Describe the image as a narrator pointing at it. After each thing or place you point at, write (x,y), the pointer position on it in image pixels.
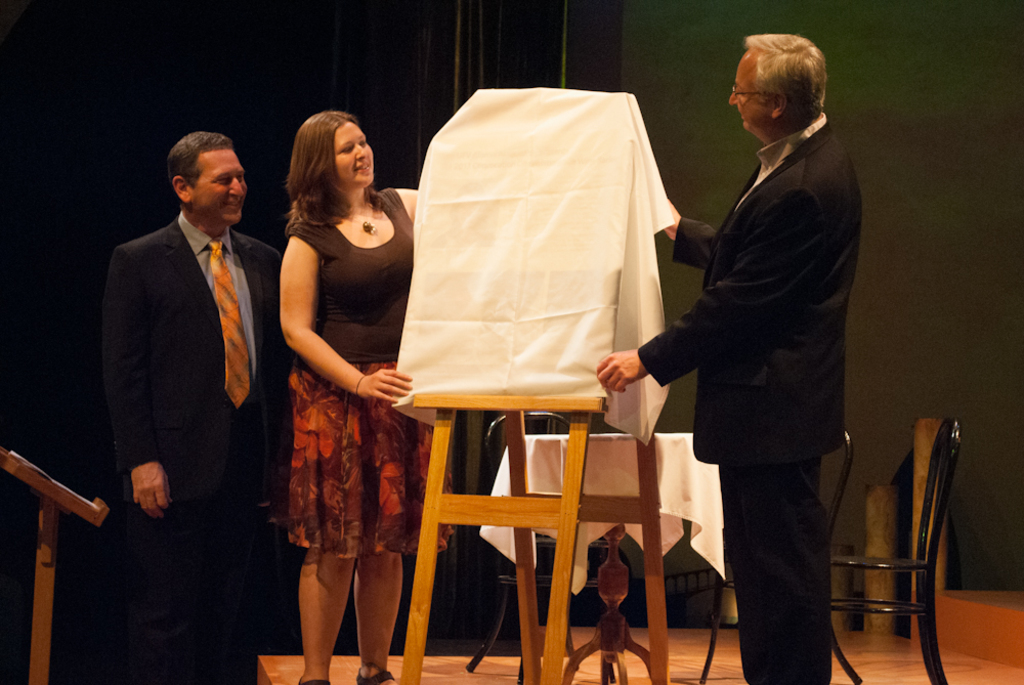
In this picture i can see two men (710,278) and a woman (347,362) are standing on the floor (616,681). The men (186,589) are wearing black color suit (201,600) and tie (220,250). In the middle of the image (456,337) i can see an object (485,299) is covered with white color cloth (548,246). In the background (595,541) i can see table (613,542), chair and a wall (719,190).
